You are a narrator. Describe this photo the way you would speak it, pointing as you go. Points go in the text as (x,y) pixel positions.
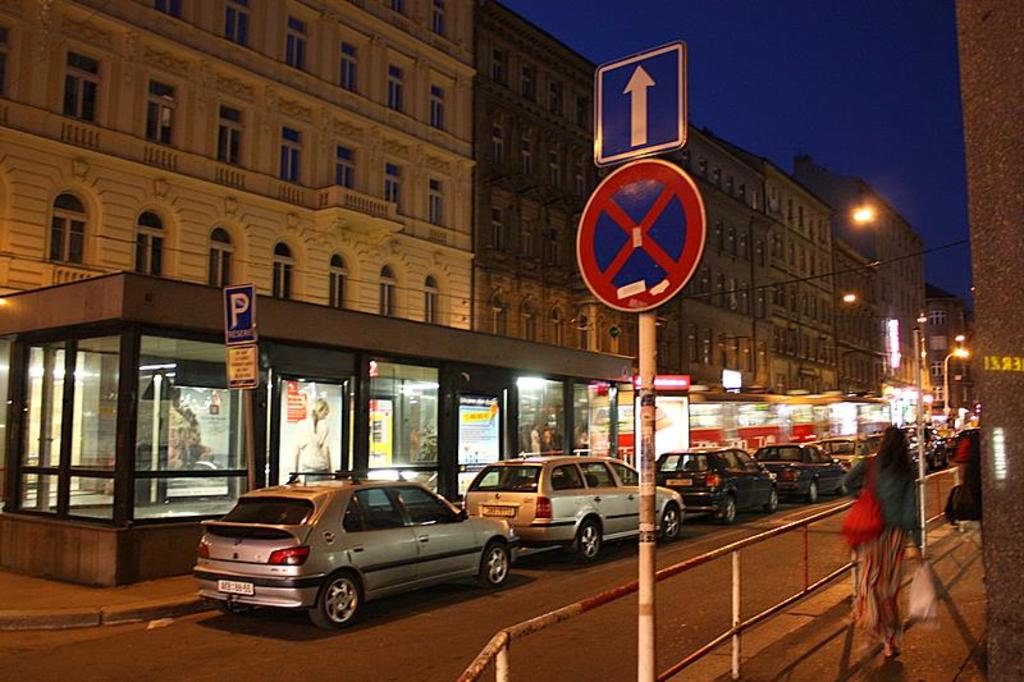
In this picture I can observe some cars (525,507) on the road (611,663). On the right side (921,504) there is a pole (642,475) and a railing (632,591). In the background (456,218) I can observe buildings (797,226) and sky (786,111).
